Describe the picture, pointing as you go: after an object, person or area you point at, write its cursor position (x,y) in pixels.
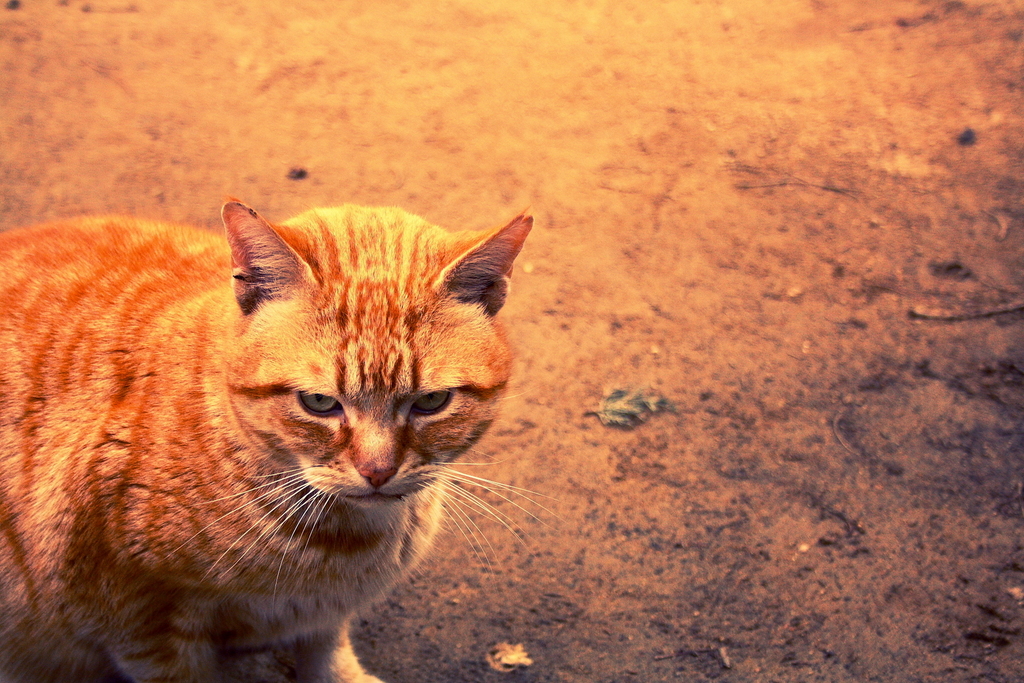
In this image we can see a cat (415,316) on the ground (1002,382).
